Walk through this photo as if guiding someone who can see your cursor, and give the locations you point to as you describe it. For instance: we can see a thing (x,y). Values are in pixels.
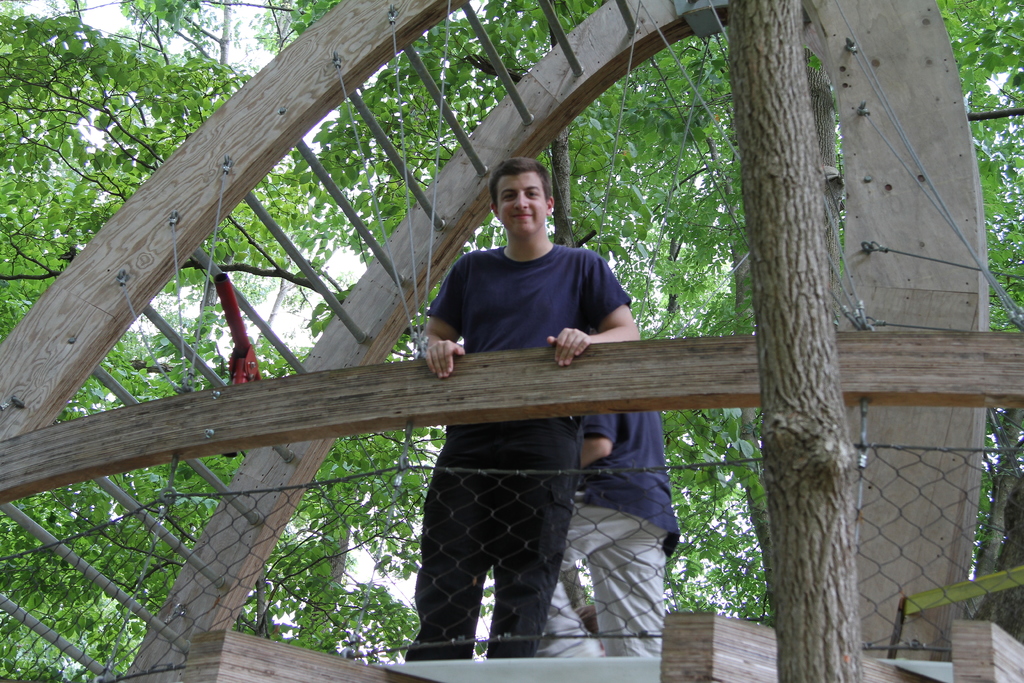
In this image we can see two people (527,576) standing on the bridge (614,680). We can see a mesh (508,602). In the background (47,191) there are trees (443,155) and sky (220,19).
